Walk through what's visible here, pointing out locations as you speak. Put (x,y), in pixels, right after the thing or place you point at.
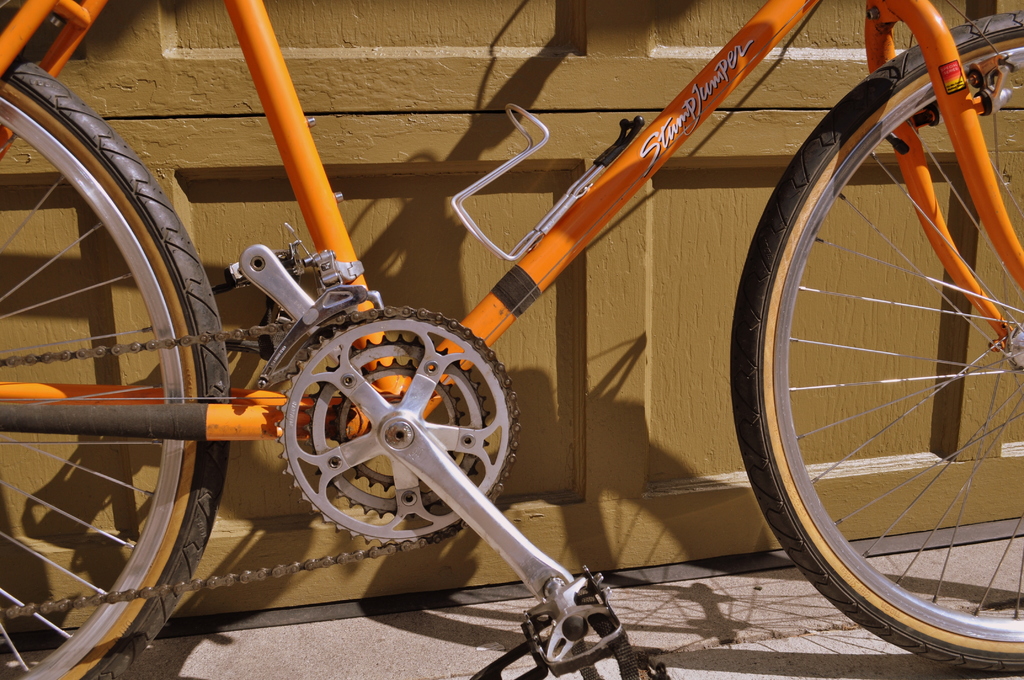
This picture shows a bicycle (600,202) on the sidewalk (967,588) and we see a wooden door (467,19) on the side and the cycle (611,187) is orange in color.
